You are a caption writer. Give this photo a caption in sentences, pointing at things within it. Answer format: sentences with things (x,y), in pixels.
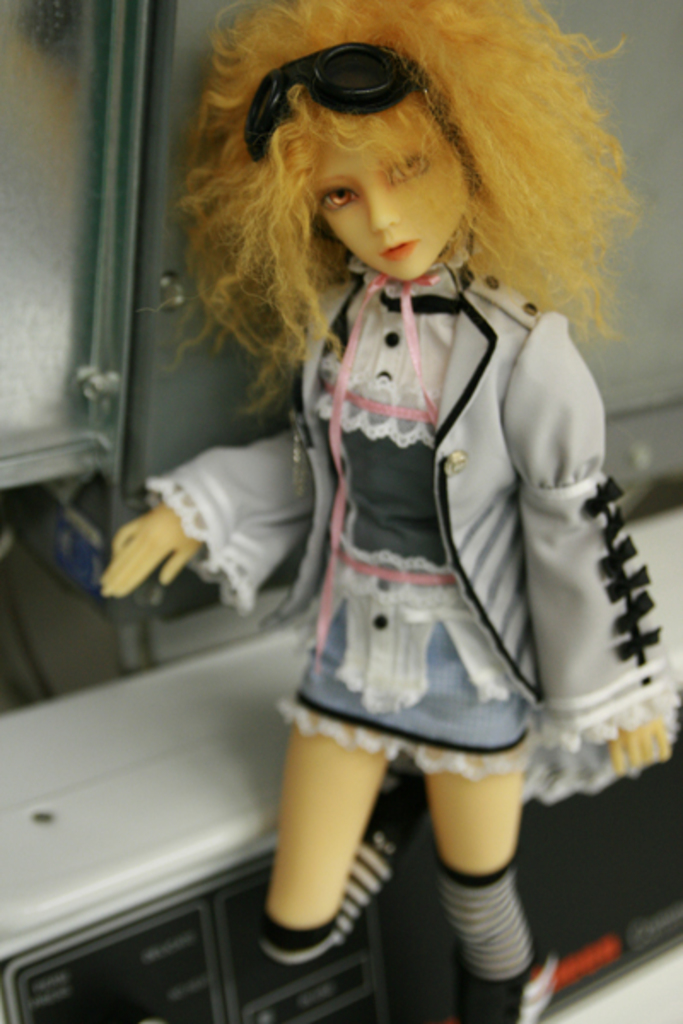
As we can see in the image there is a toy (396,677) standing in the front (461,563).
